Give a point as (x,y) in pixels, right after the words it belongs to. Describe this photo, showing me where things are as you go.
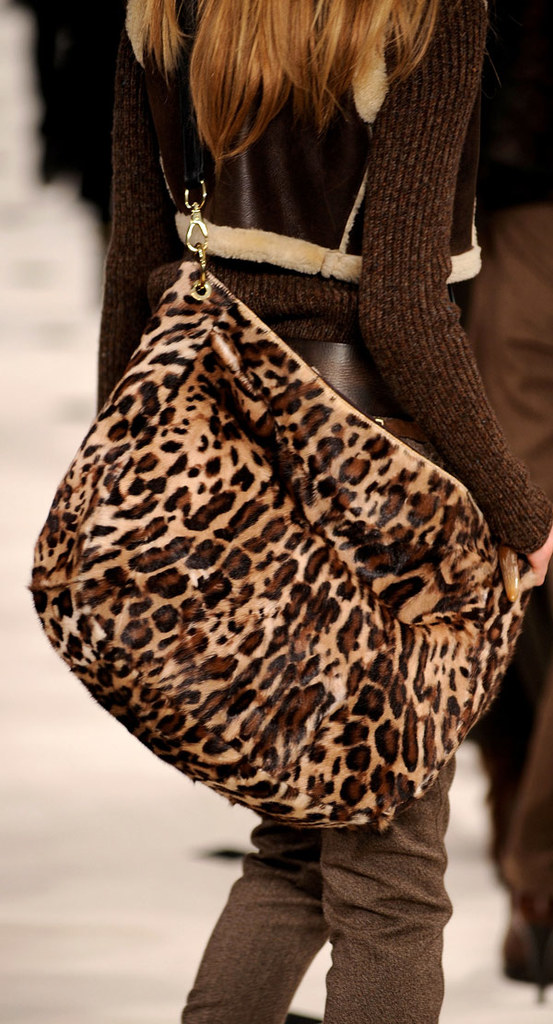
In this picture there is a woman (354,247) standing and wore a leather handbag (298,608).
